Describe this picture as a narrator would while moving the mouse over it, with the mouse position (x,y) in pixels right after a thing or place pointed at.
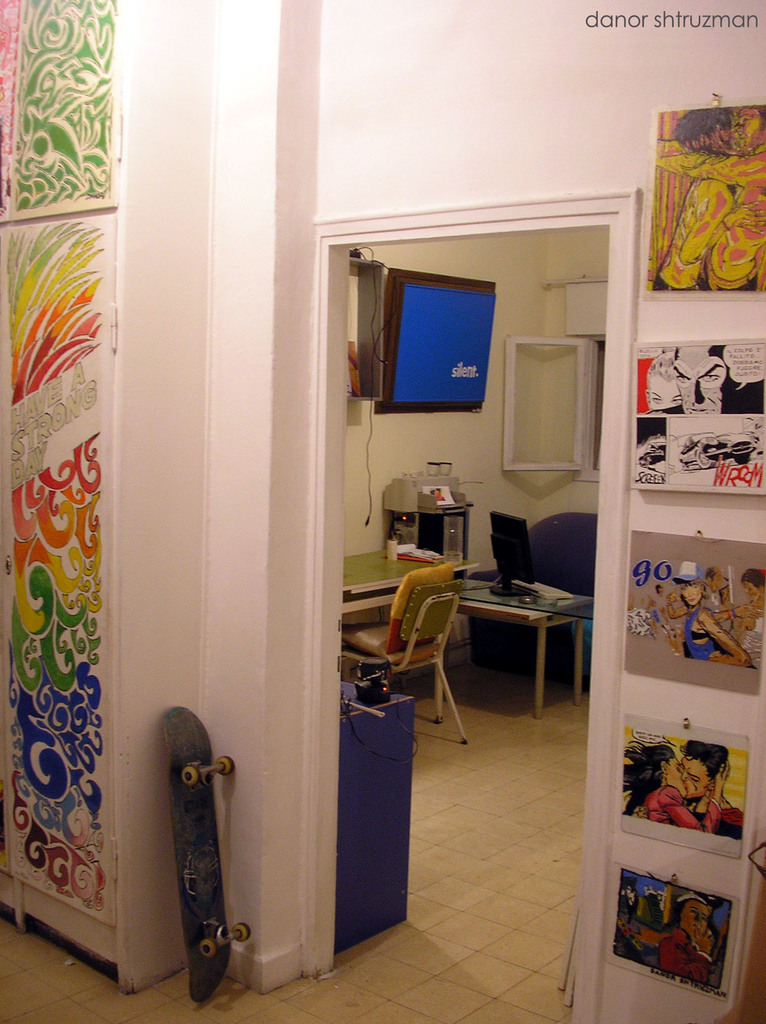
As we can see in the image there is a wall (254,323), skating board (190,917), chairs (443,617) and tables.
